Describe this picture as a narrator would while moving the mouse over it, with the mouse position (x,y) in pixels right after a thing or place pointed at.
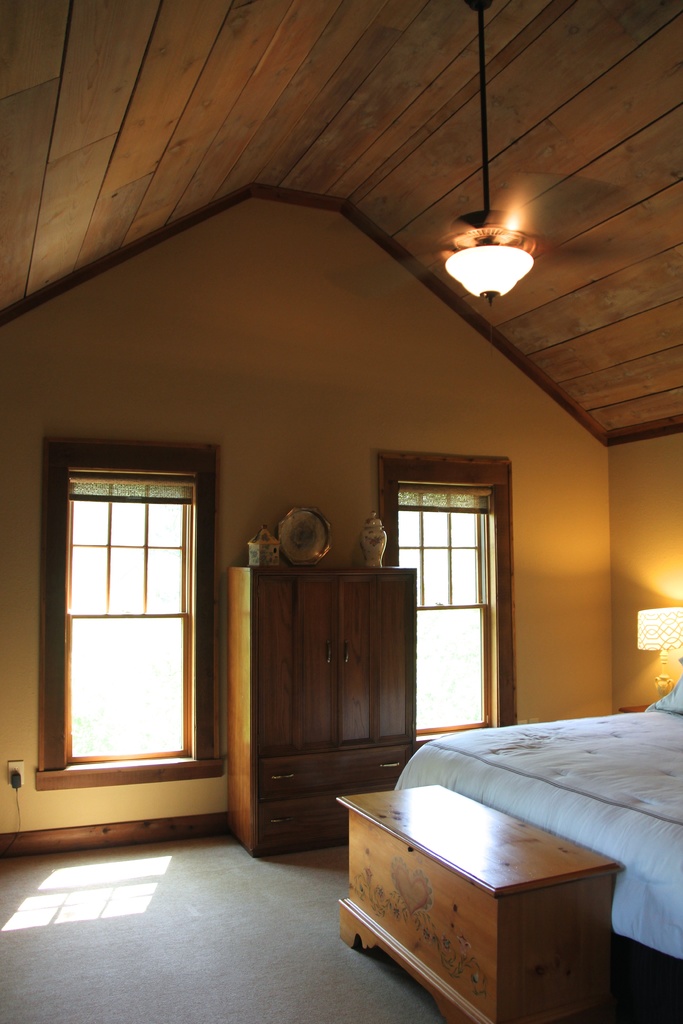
In this image I can see a bed (650,882), a light (518,254), almirah (410,643) and windows (212,548).
